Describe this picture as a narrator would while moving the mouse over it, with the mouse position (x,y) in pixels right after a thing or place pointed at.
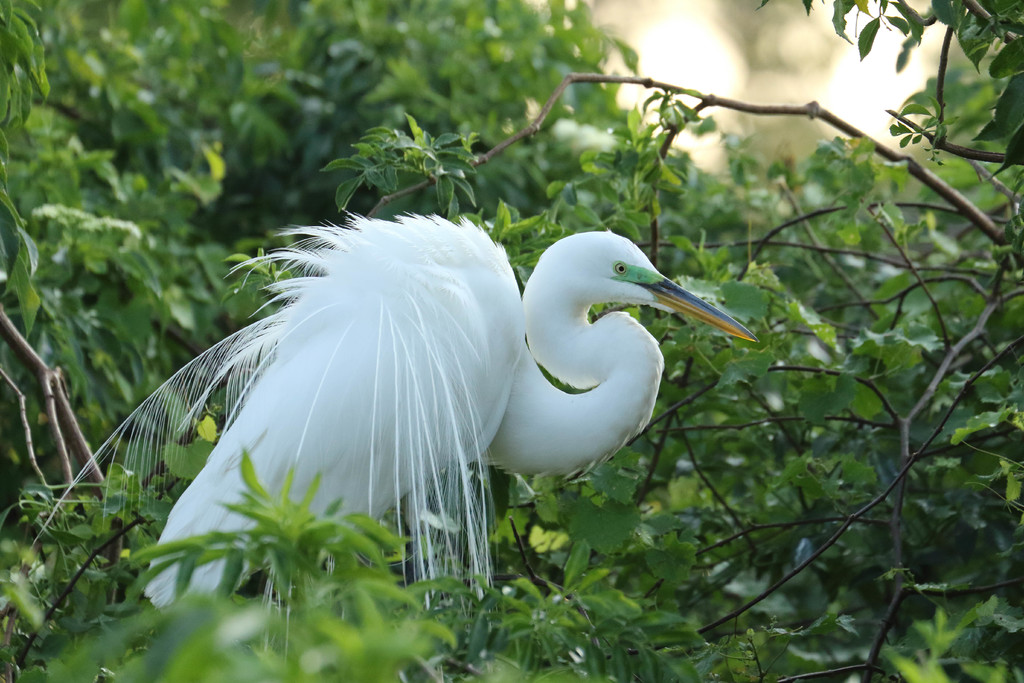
In this picture there is a white color bird (423,388) with long beak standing on the branch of the tree (775,405). At the back (789,401) there are trees (566,166).
